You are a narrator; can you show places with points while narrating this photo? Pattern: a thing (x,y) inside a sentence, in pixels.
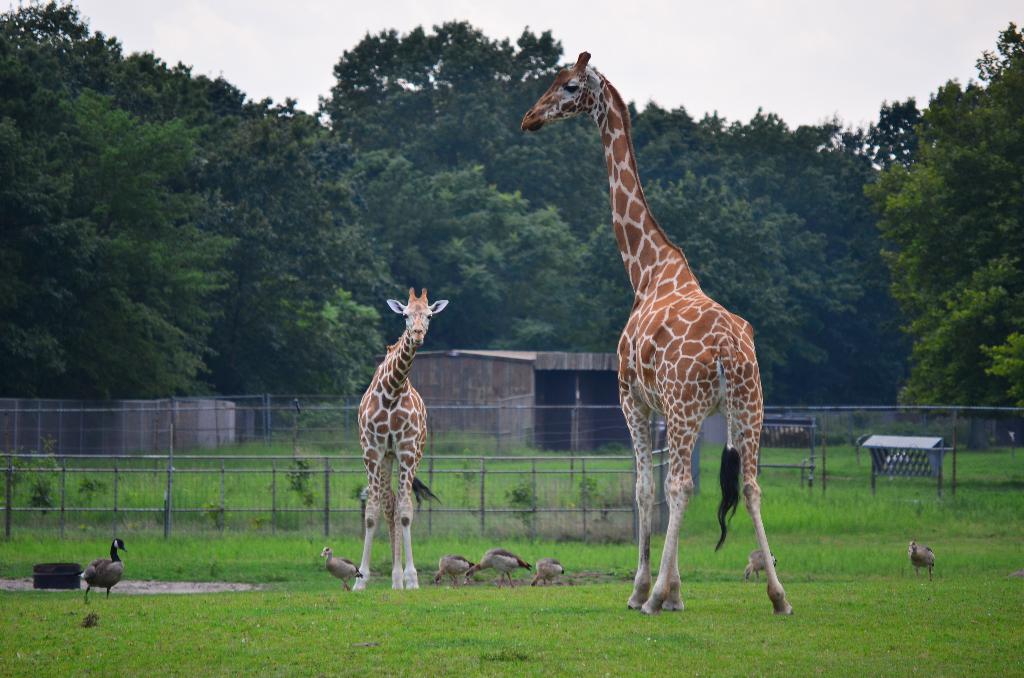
In this image I can see two giraffes (657,358) standing on the ground (277,640) and I can see few birds (548,571) visible on the ground (705,644), in the background (61,210) I can see the sky (690,33) and trees (74,210), on the ground (752,642) I can see fence (505,509) and tent house (591,383) and the wall (538,382).
